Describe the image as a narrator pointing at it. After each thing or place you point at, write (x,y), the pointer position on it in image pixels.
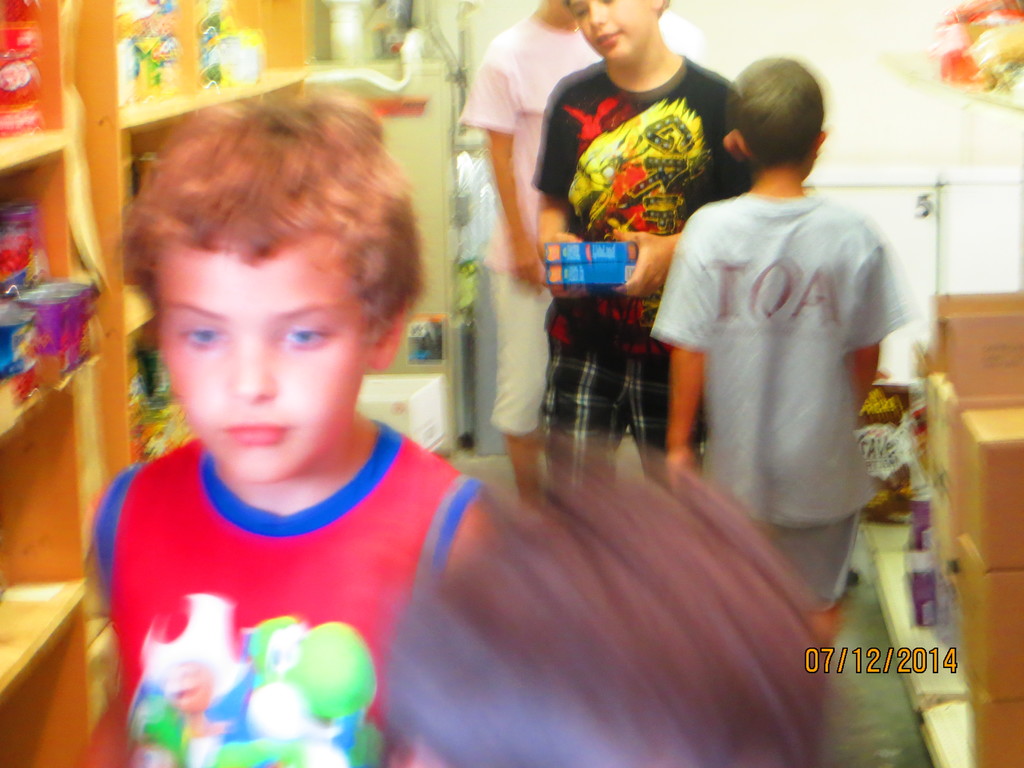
In this picture there is a boy (373,557) who is wearing red t-shirt (317,600). He is standing near to the shelf (35,483). On the shelf (59,364) i can see some object (176,11). On the right (815,227) there is a boy (858,443) who is standing near to the boxes (955,416), beside him there is another boy (730,122) who is holding the boxes (605,258). Behind him there is a boy (507,147) who is wearing a pink t-shirt (532,122). He is standing near to the wall (801,52) and fridge (434,130). In the top right corner (994,72) there are fruits (976,67) on the rack (963,87). In the bottom right corner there is a watermark (843,674).
